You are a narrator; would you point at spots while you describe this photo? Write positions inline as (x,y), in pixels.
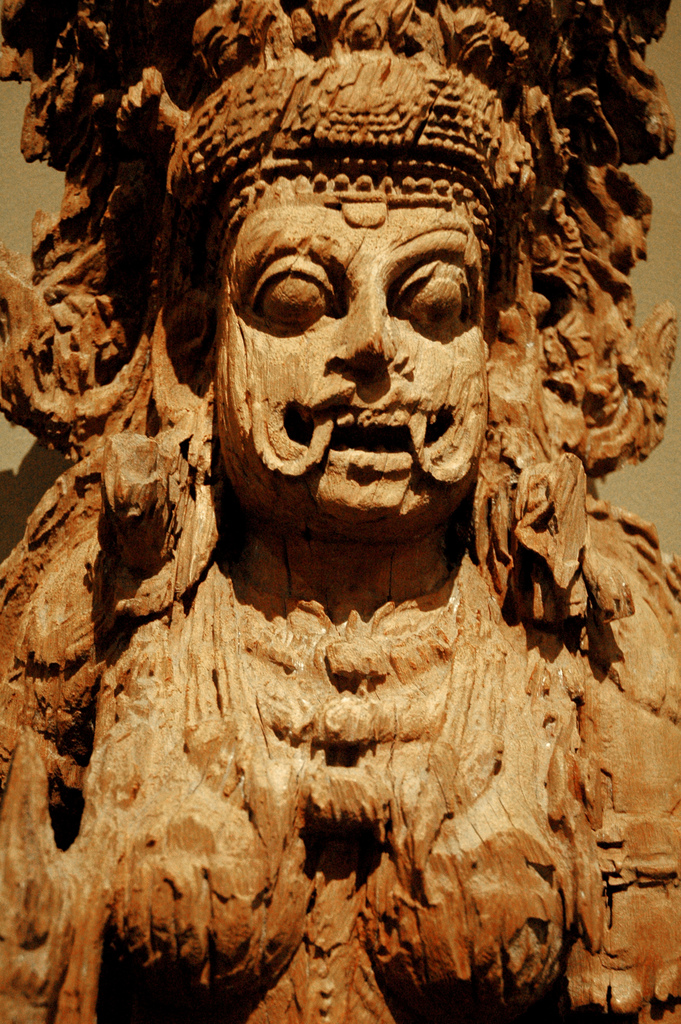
In this image there is a picture of a statue (390,404).
